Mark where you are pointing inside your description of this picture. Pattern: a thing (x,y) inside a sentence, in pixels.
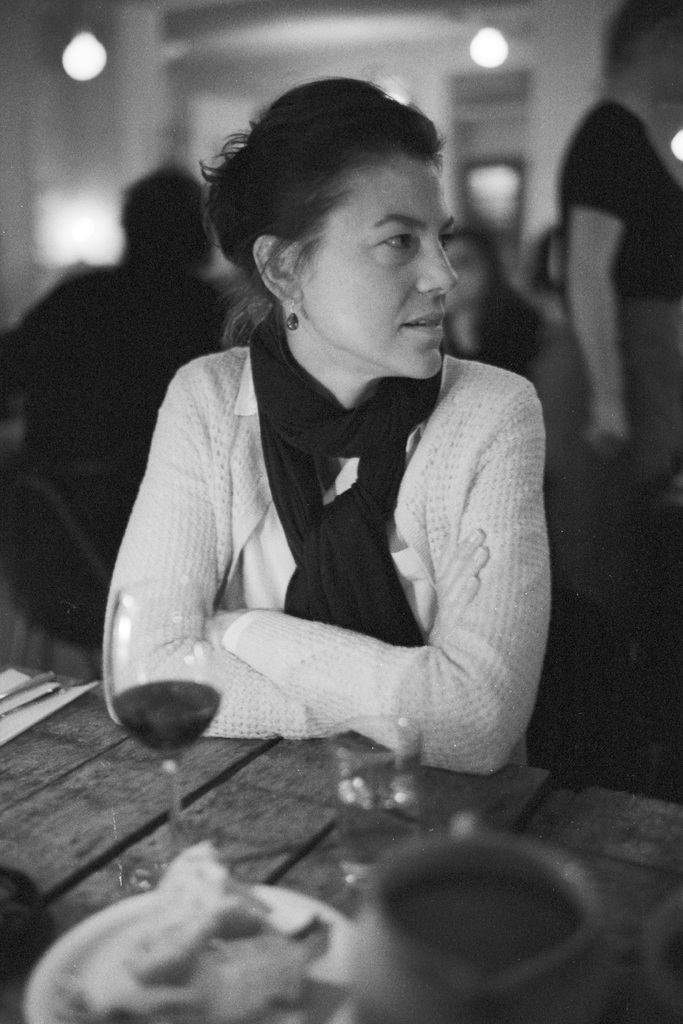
In this image i can see a woman (364,478) and a table (204,829) on which there is a glass (197,667) and a cup (503,918). In the background (503,284) i can see few other people (664,479) and few lights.
